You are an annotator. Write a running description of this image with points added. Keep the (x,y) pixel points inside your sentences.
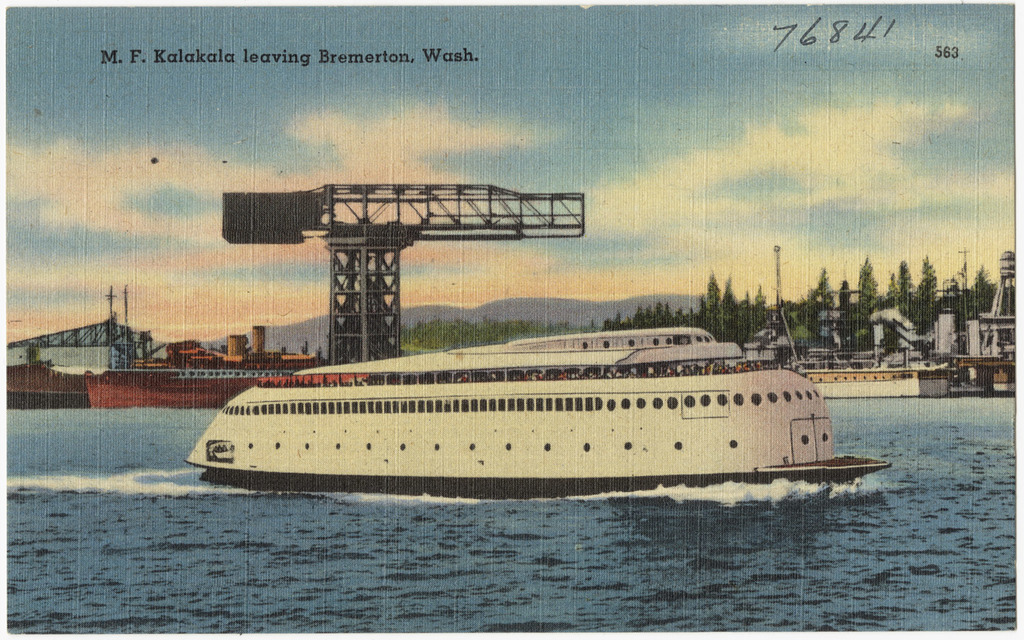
In this picture we can see water (523,600) at the bottom (508,596), there is a ship (523,437) in the water (470,523), we can see some trees (755,321) in the background (725,316), there is the sky (670,131) at the top of the picture (438,56), we can see some text (454,57) here.
